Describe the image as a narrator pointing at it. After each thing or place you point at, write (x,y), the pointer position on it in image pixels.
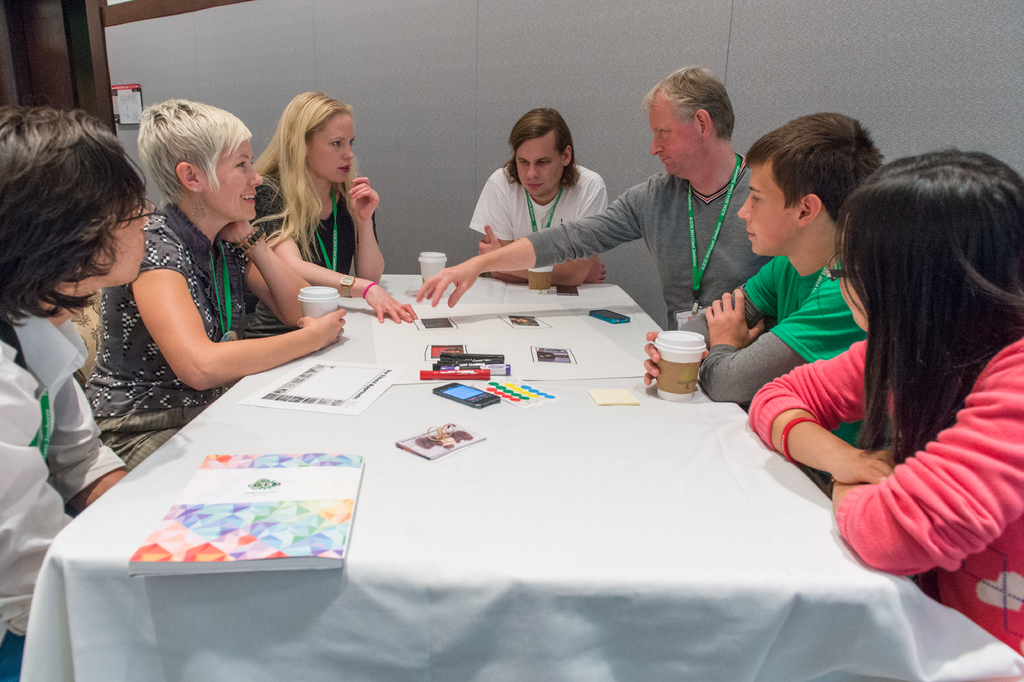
In this image, there are some persons (875,303) wearing clothes (684,210) and sitting in front of the table (419,422). This table (523,482) is covered with a cloth (704,557). This table (704,557) contains cups (681,364), phone (469,400), book (312,460) and some papers (310,388). There is a wall (253,113) behind these persons (171,185).
